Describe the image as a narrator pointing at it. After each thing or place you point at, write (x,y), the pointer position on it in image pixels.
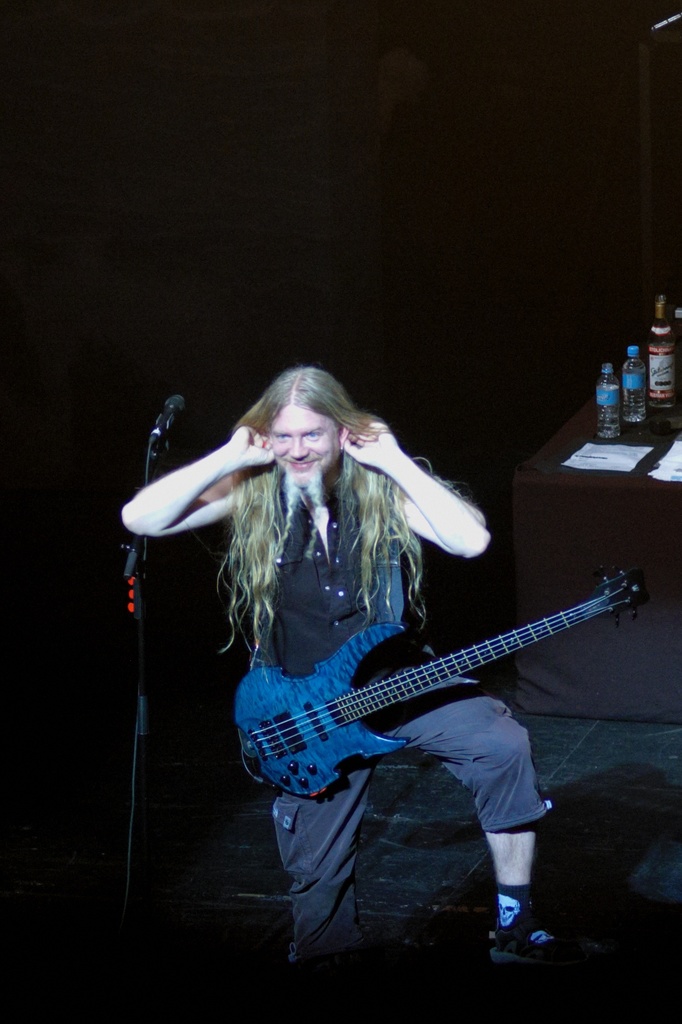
This is the man (334,611) kneeling and smiling. he is wearing guitar (274,742) which is blue in color. This is the mic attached to the mike stand (146,707). I can see a table (595,507) covered with black cloth (610,507). These are the water bottles (633,406), papers (623,465) and wine bottle (658,393) placed on the table (623,479). The background (515,278) looks dark.
